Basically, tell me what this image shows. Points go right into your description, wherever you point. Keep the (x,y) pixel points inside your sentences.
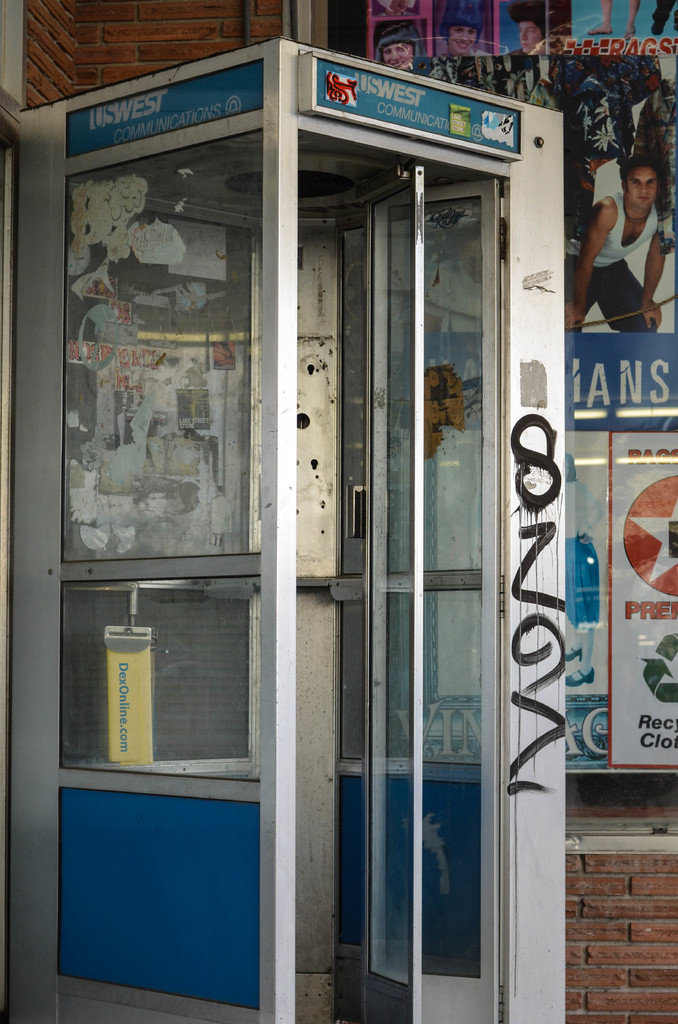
The picture consists of a small room (150,591) with glass windows (116,274) and door (445,364). On the right (497,68) there are posters (578,301). On the left (104,44) and at the bottom (616,934) it is brick wall (596,904).
